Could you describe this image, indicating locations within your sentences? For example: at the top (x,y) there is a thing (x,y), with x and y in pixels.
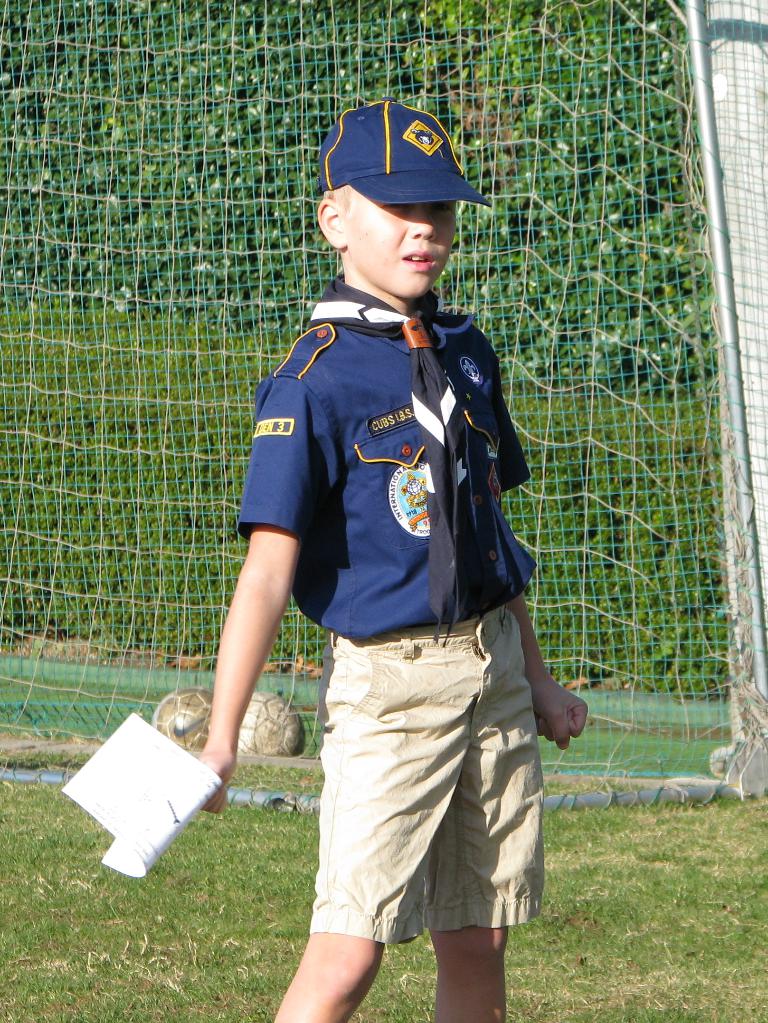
In this image I can see a person (305,413) standing and holding a paper (107,758). He is wearing a blue and cream color dress (416,514) and the blue cap (423,187). Back I can see few trees (569,88) and net (699,343).
